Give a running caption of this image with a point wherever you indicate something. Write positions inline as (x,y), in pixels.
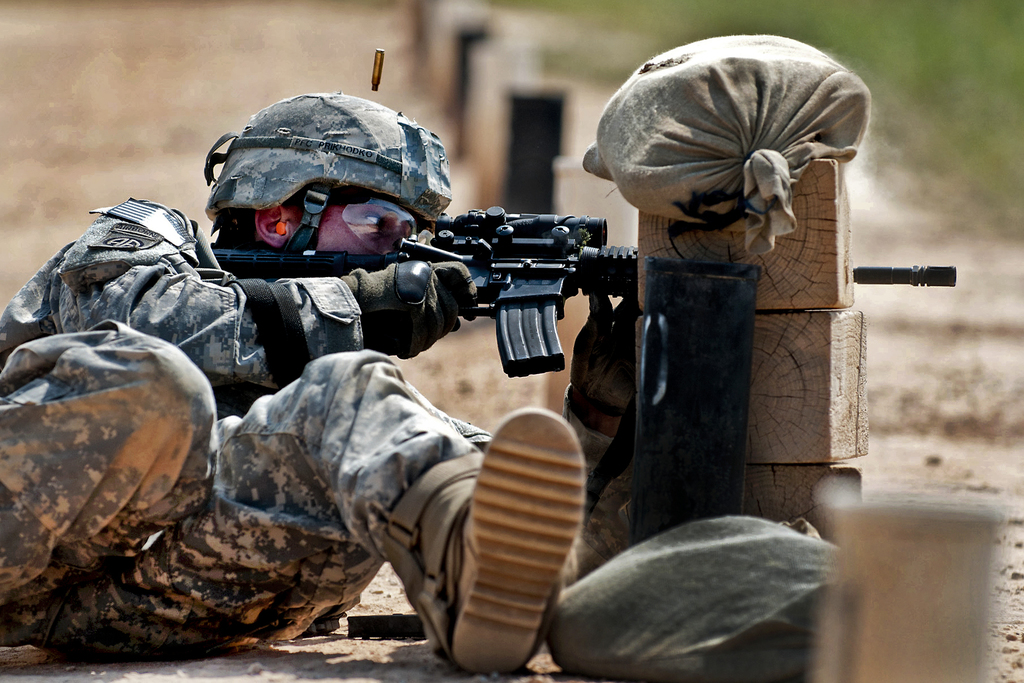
In this image in the foreground (247,402) there is one person (215,367) who is holding a gun (293,255) and he is wearing a helmet (402,180) and goggles (398,214). Beside him there are some boxes (741,374) and some bags (662,96), and in the background (888,107) there is grass (899,88) and sand (57,249) and some objects (457,109).
